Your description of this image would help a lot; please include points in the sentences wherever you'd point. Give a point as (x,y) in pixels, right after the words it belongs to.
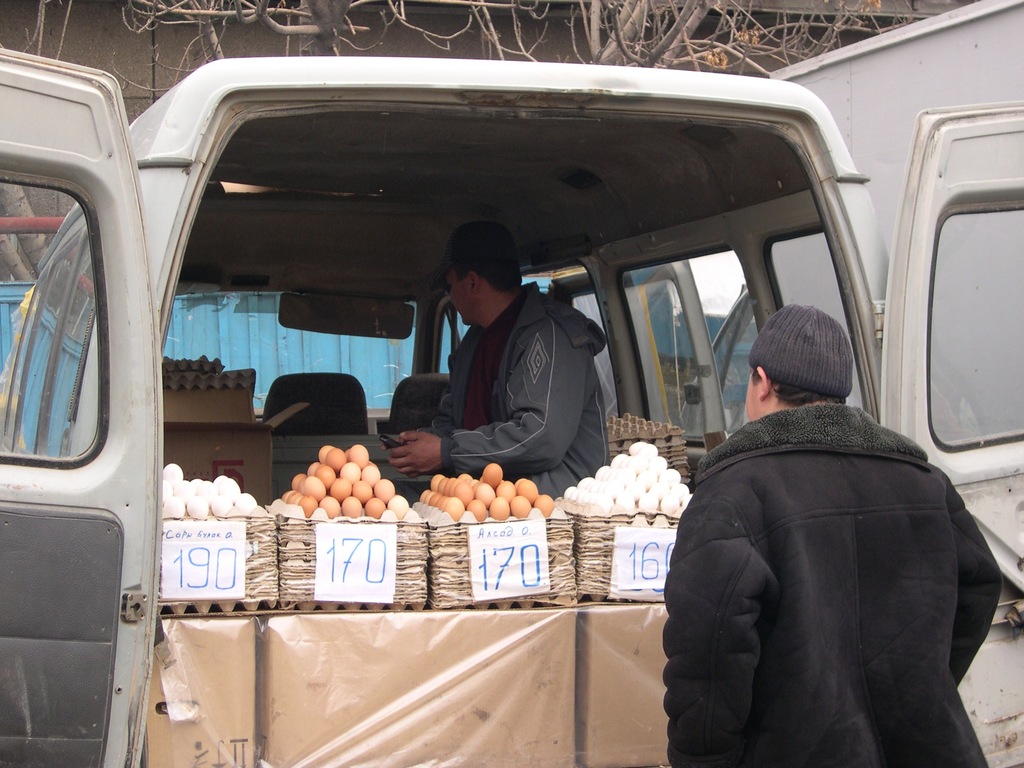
In this image i can see a man (839,395) standing, at the back ground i can see few eggs (543,499), here the man (544,355) is sitting in the car (49,467), at the back ground (306,360) i can see a shed (272,377).
